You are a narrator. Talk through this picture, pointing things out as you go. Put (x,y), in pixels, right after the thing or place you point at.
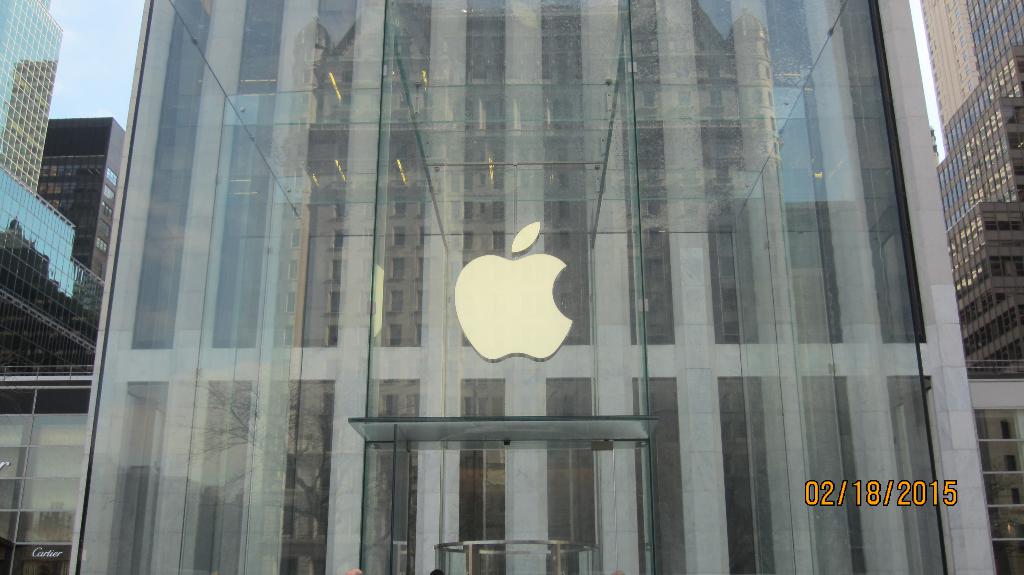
In this image, we can see some buildings (229,364). There is a logo (533,330) in the middle of the image (519,293). There is a date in the bottom right of the image (920,496).
